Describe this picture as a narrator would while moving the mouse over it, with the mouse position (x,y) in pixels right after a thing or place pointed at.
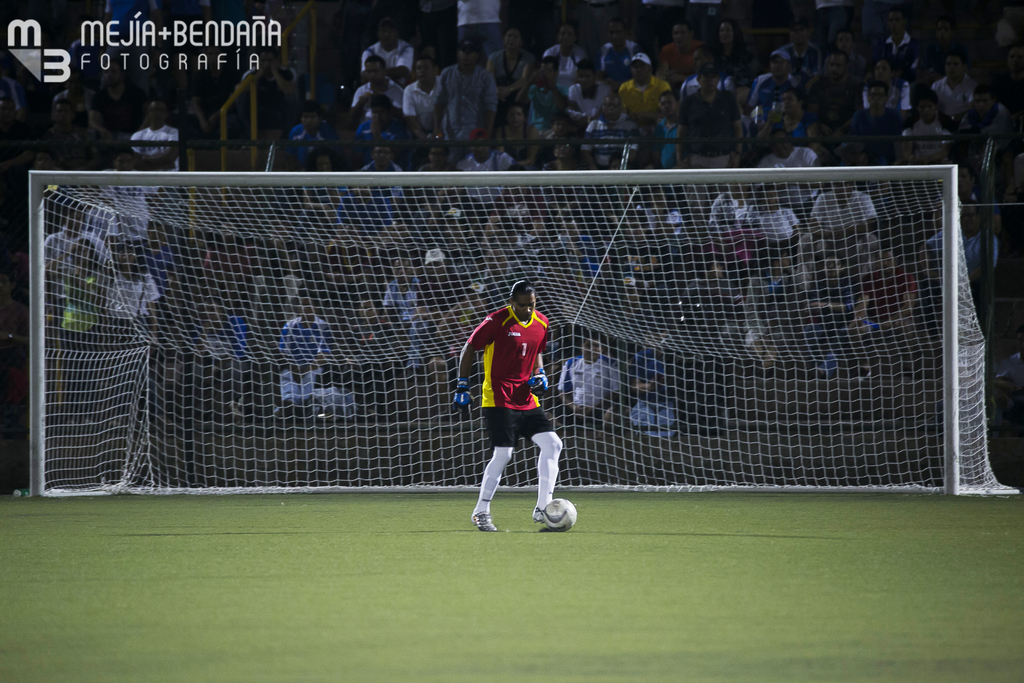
In the center of the image (537,430) we can see a sports man (528,377). At the bottom (557,533) there is grass (539,549) and we can see a net (728,328). In the background (160,137) there is crowd (160,120) sitting and we can see text (117,70).
